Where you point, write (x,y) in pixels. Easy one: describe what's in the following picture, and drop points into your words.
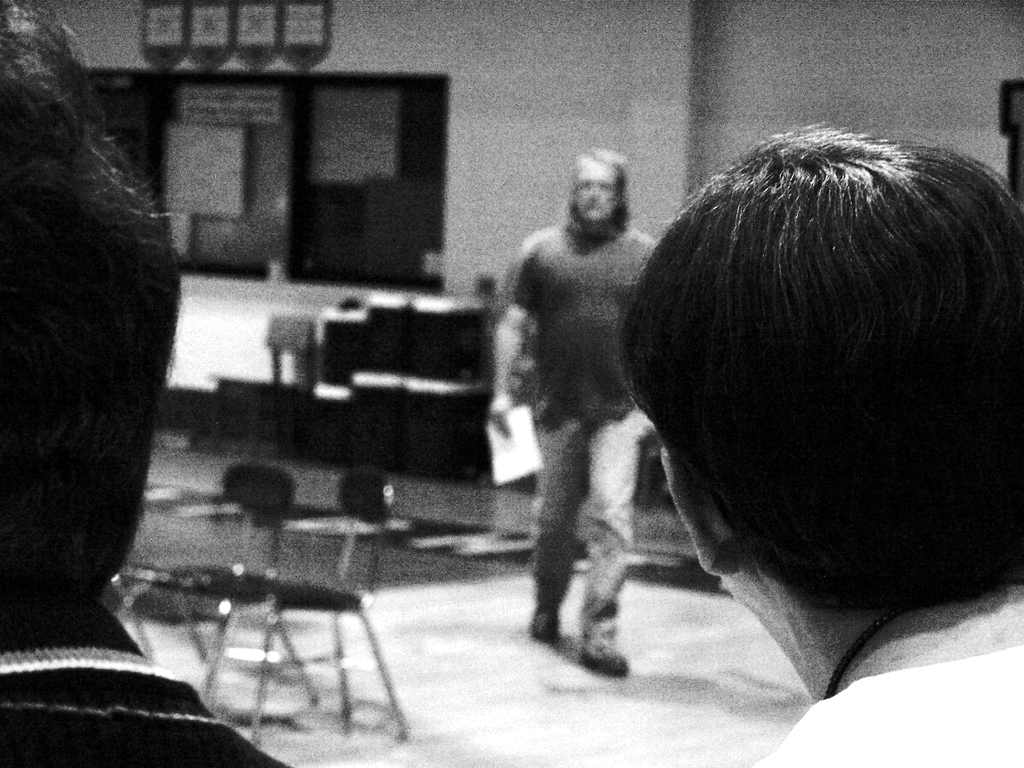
In this image I can see heads (901,519) of two persons (839,545) and in the background (273,540) I can see few chairs (251,499), a person (556,489) standing and holding a white colored object (508,443) in his hand (509,404), the wall (517,135) and few other objects (338,214).
